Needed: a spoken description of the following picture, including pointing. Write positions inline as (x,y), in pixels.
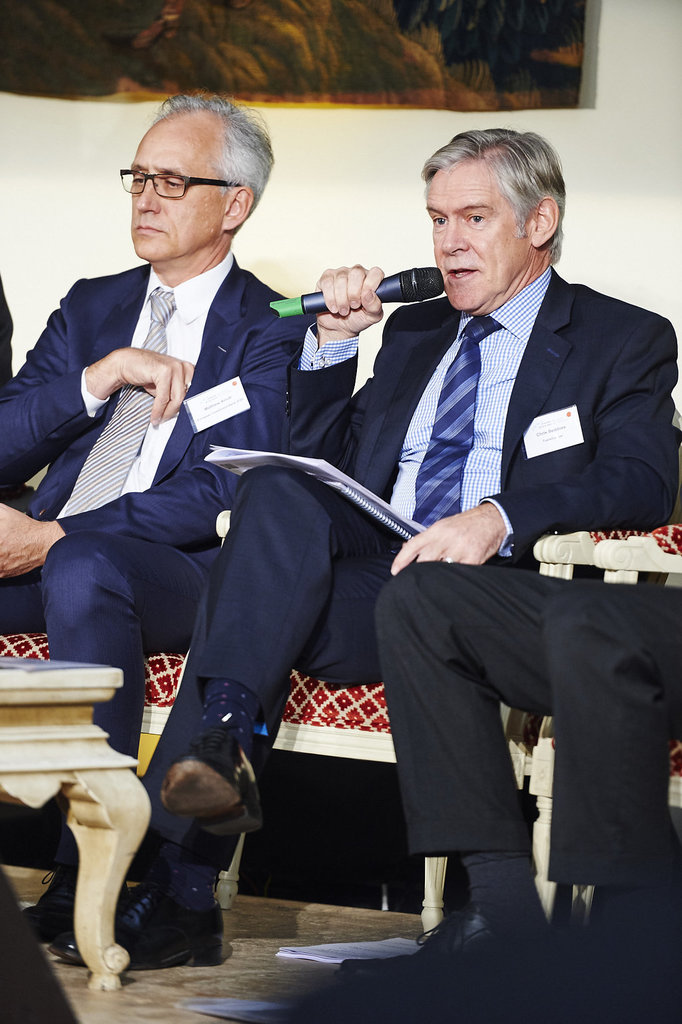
As we can see in the image there is a white color wall (630,130), few people (461,449) sitting on sofa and a table (44,691).
